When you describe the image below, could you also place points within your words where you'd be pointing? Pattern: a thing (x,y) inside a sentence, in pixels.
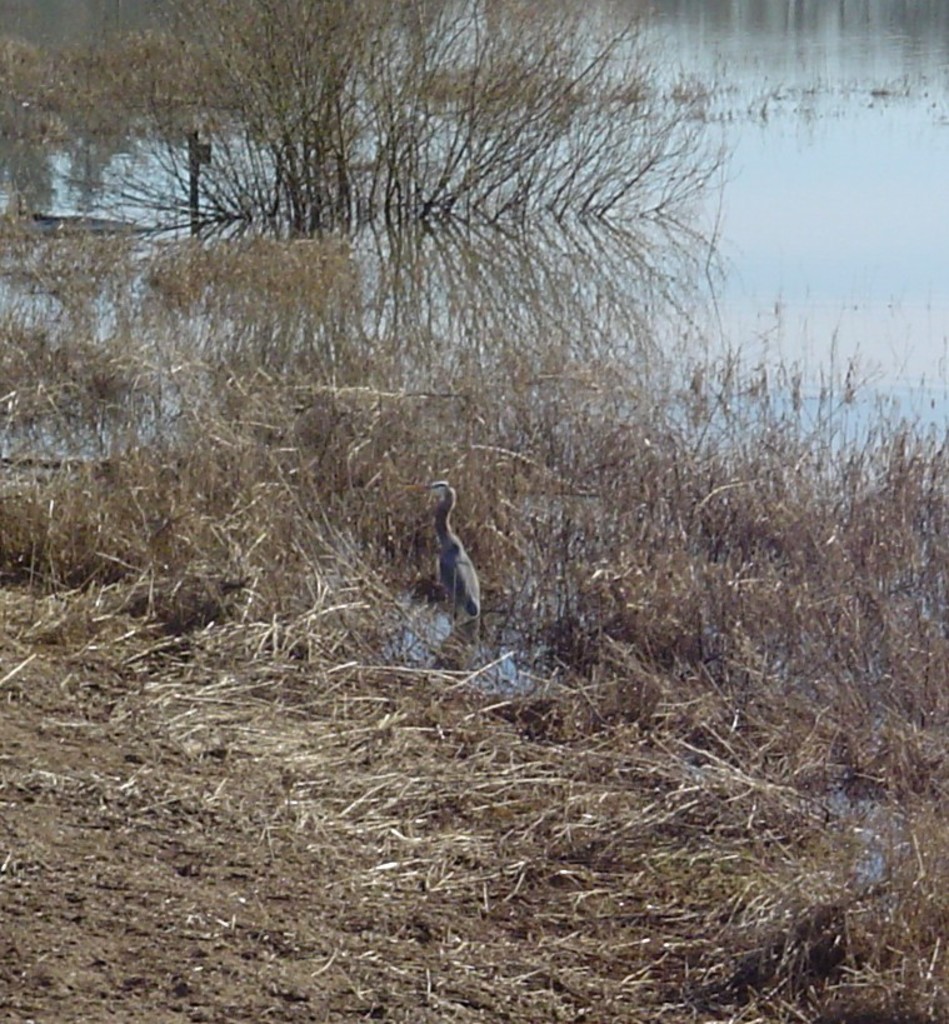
In this image, we can see a heron (466,596), few plants (817,699), grass (914,1009), trees (406,205), water (205,198) and pole (198,212). At the bottom (194,896), we can see a ground (168,926).
